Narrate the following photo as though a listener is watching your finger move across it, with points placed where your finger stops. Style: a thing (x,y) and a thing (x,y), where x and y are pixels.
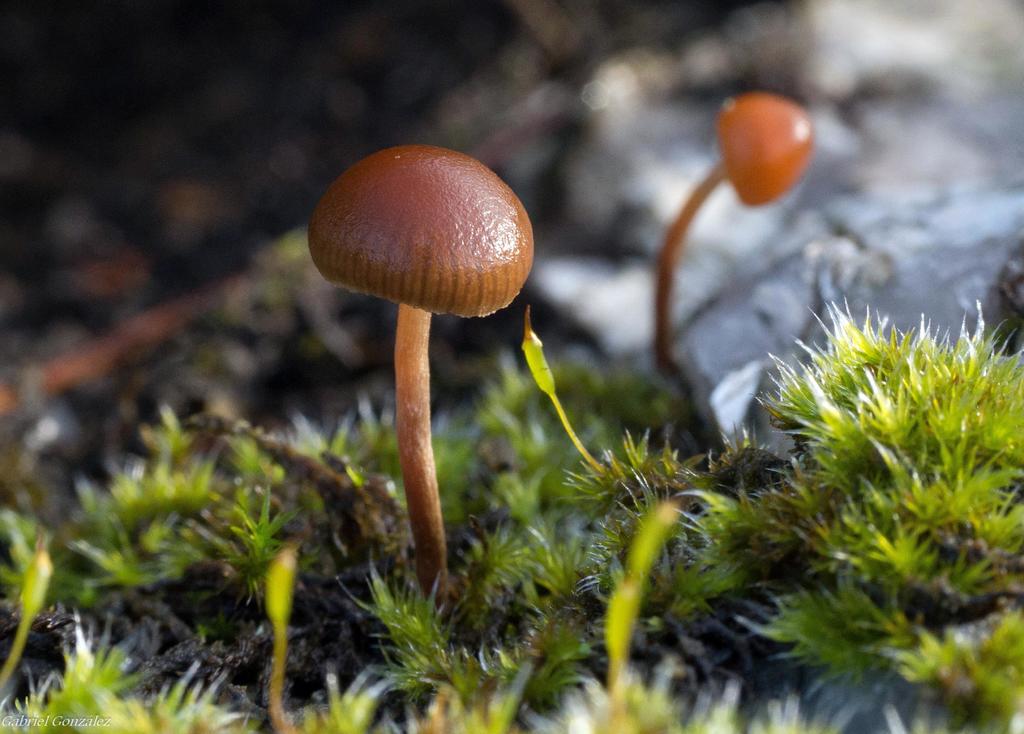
In the image in the center (522,440), we can see the grass (505,396) and mushrooms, which are in brown color.
